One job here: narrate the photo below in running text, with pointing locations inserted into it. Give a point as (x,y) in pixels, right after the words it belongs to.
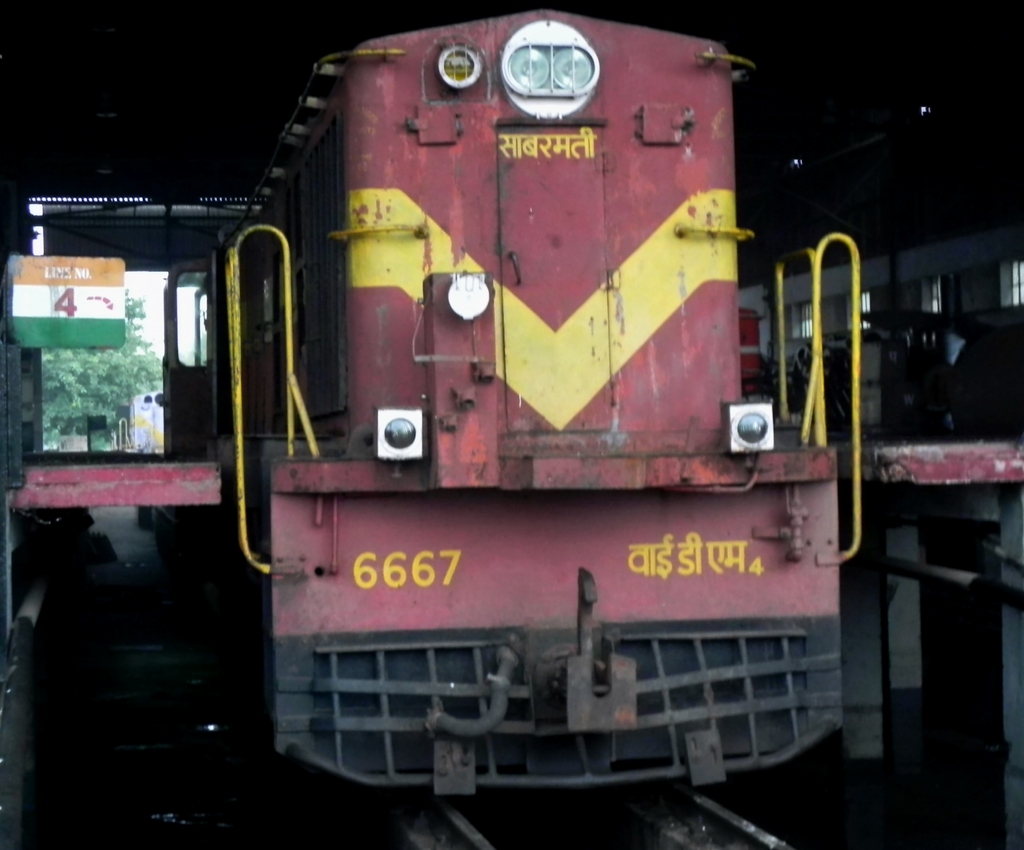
In the foreground (441,464) I can see trains (632,536) on the track (509,795). In the background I can see trees (108,400) and the sky (129,281). This image is taken may be during a day.
